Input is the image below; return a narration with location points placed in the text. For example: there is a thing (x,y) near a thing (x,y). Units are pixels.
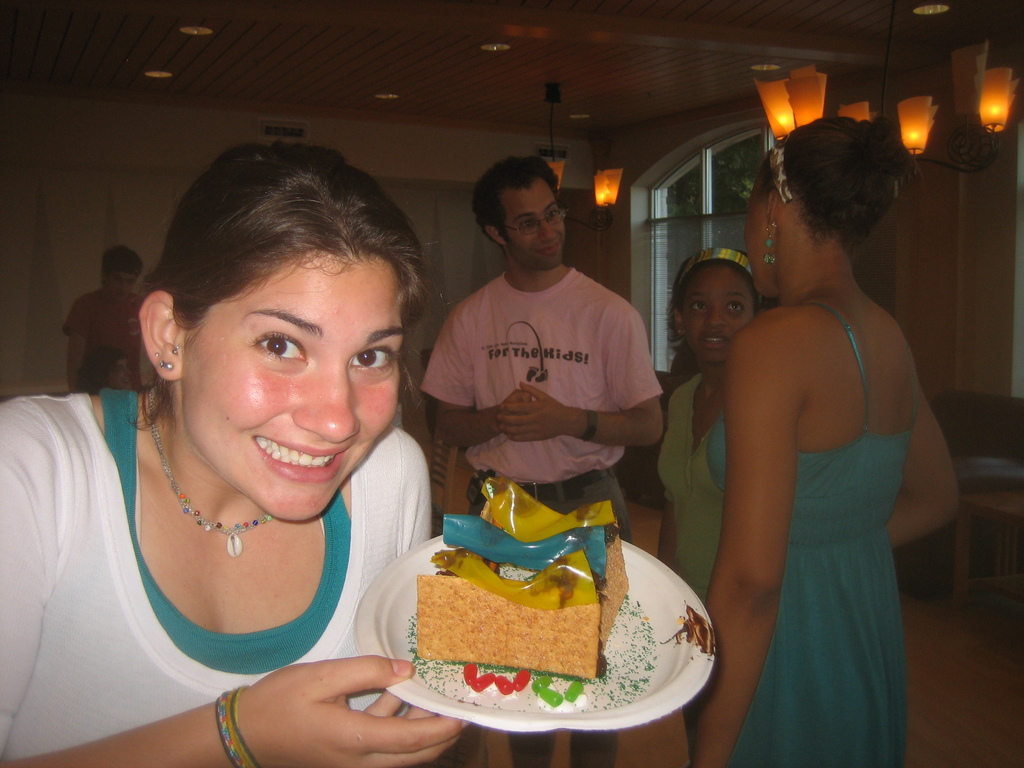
This woman (190,483) is holding a plate (652,580) with food (605,549). Background (836,261) there are people (572,299). Lights (986,118) are attached to the ceiling (346,11). Here we can see a window (706,218).
